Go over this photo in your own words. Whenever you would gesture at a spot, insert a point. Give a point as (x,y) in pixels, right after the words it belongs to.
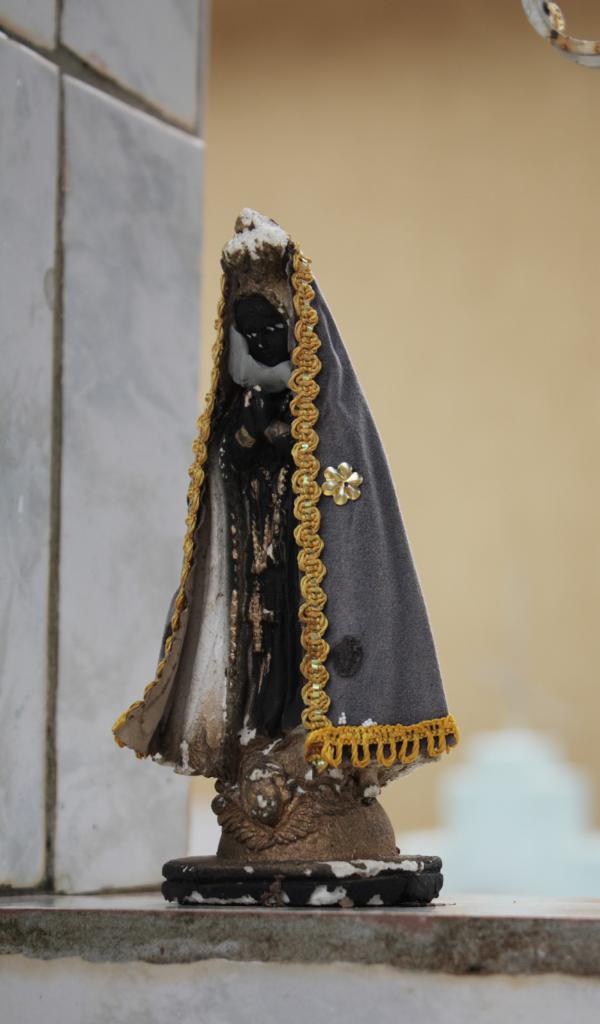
In the foreground of this image (293,777), there is a toy statue (290,764) on the surface (497,900) and in the background (429,285), there is a wall (248,187).
